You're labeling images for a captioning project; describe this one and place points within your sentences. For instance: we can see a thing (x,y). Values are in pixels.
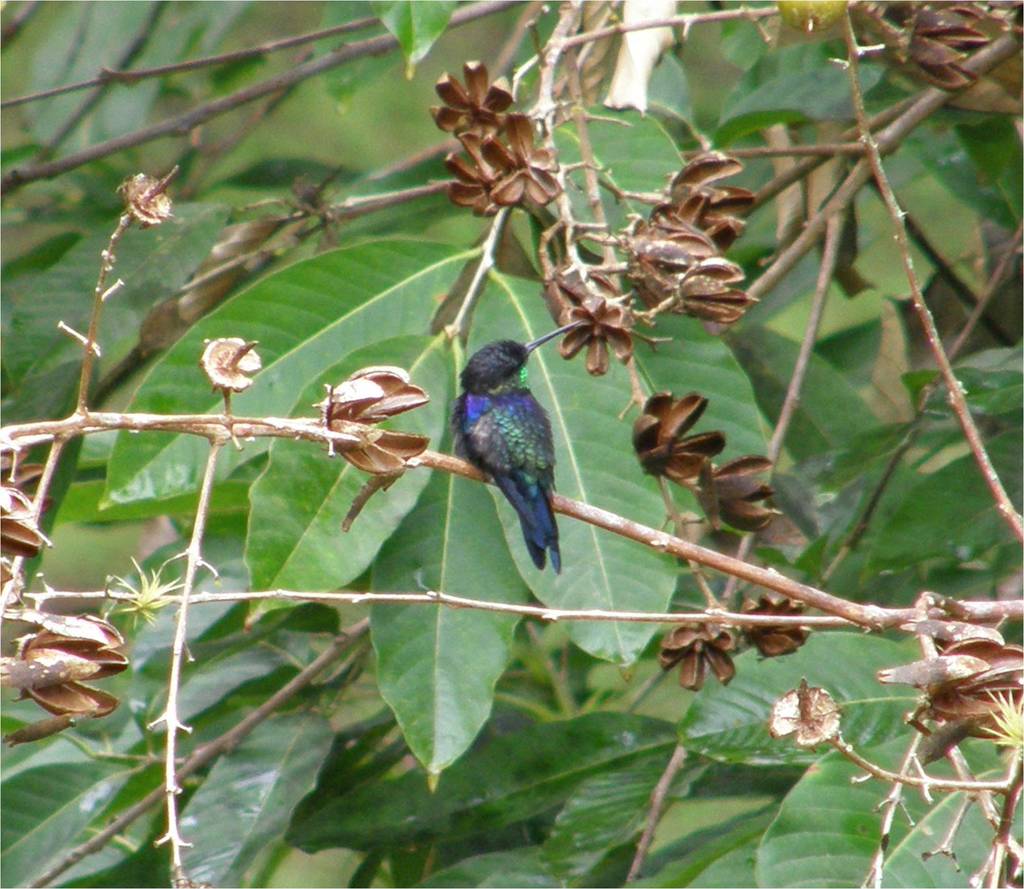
This image is taken outdoors. In the background (473,741) there is a plant (889,507) with green leaves (353,291). In the middle of the image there is a bird (506,439) on the stem (344,440).
